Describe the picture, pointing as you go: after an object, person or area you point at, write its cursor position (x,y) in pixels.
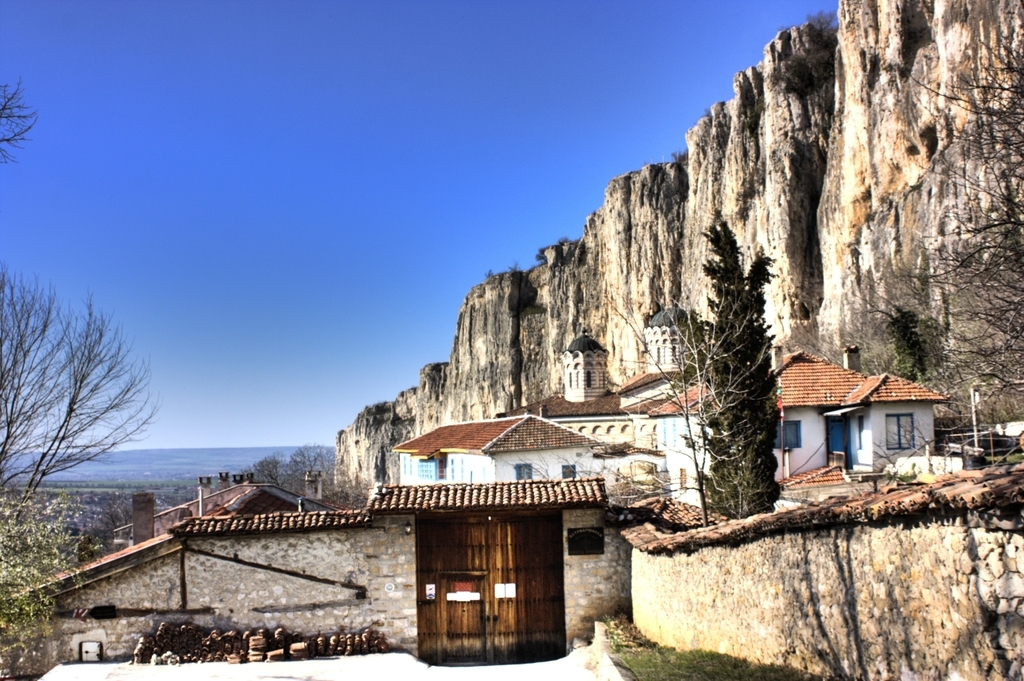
In this image we can see buildings (633,428), trees (756,413), street poles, street lights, trees (727,274), hills (852,144) and sky (434,112).
